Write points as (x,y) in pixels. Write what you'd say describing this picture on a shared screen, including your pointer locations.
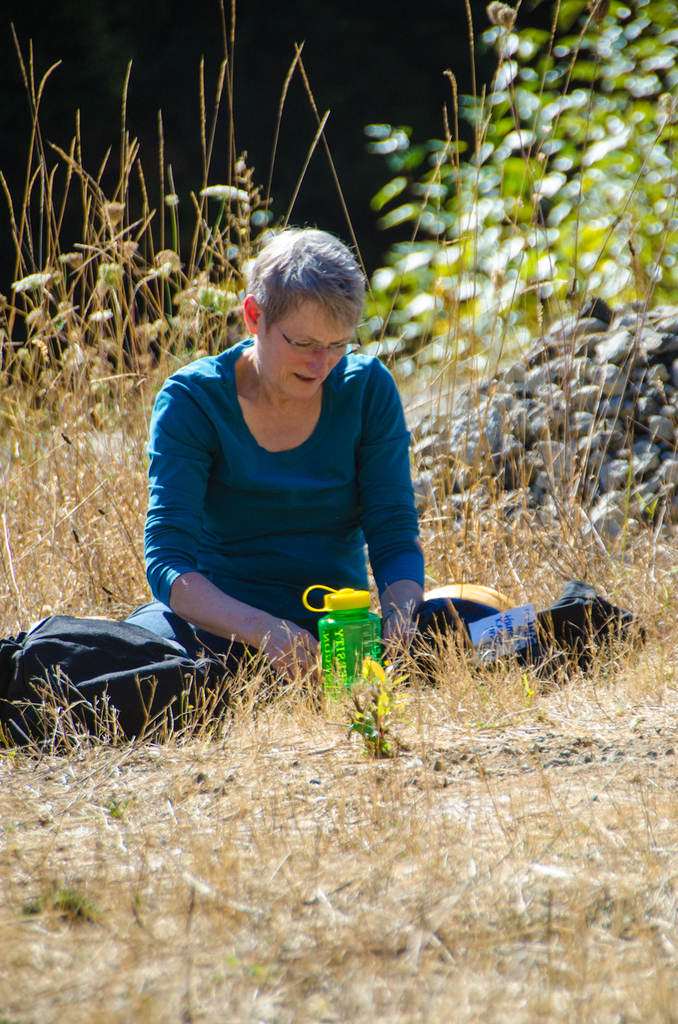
this picture shows a woman (332,385) seated on the ground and we see a black colour backpack (216,658) on the side and a water bottle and couple of plants (635,297) and grass (132,275). she wore a spectacles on her face (301,364).
